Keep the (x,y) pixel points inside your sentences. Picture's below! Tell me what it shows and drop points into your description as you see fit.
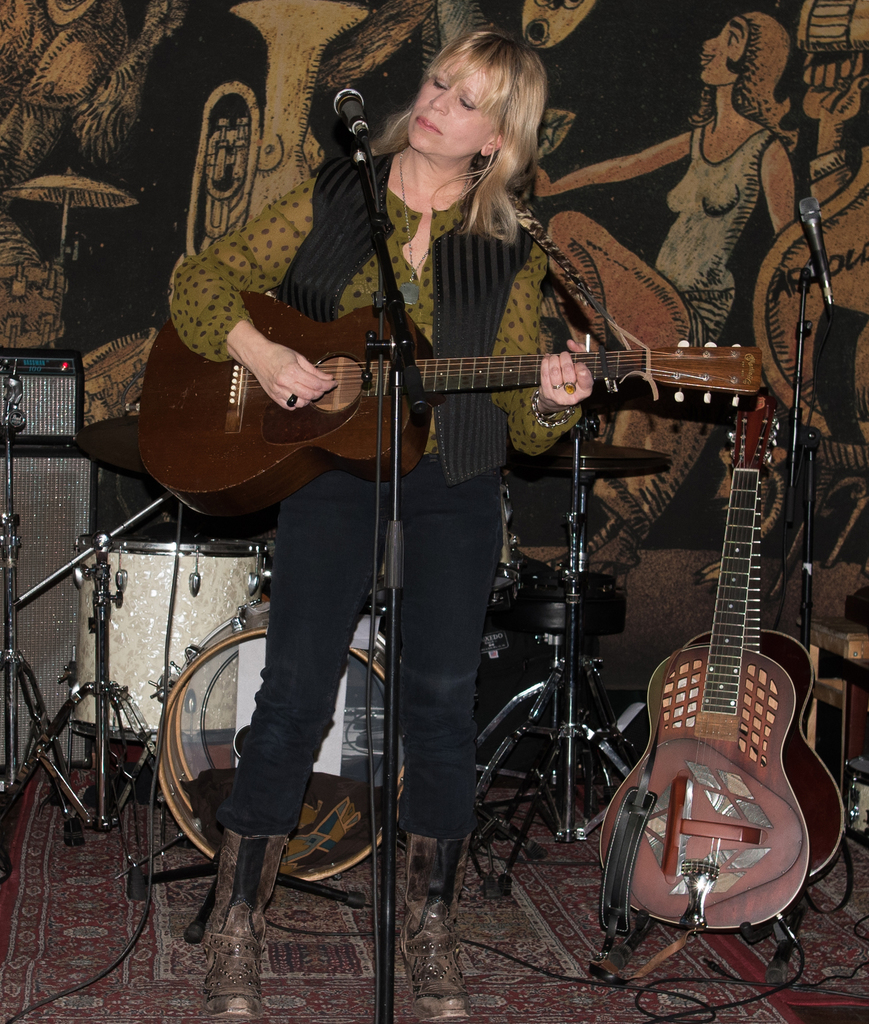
This picture shows a woman (446,74) playing guitar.
